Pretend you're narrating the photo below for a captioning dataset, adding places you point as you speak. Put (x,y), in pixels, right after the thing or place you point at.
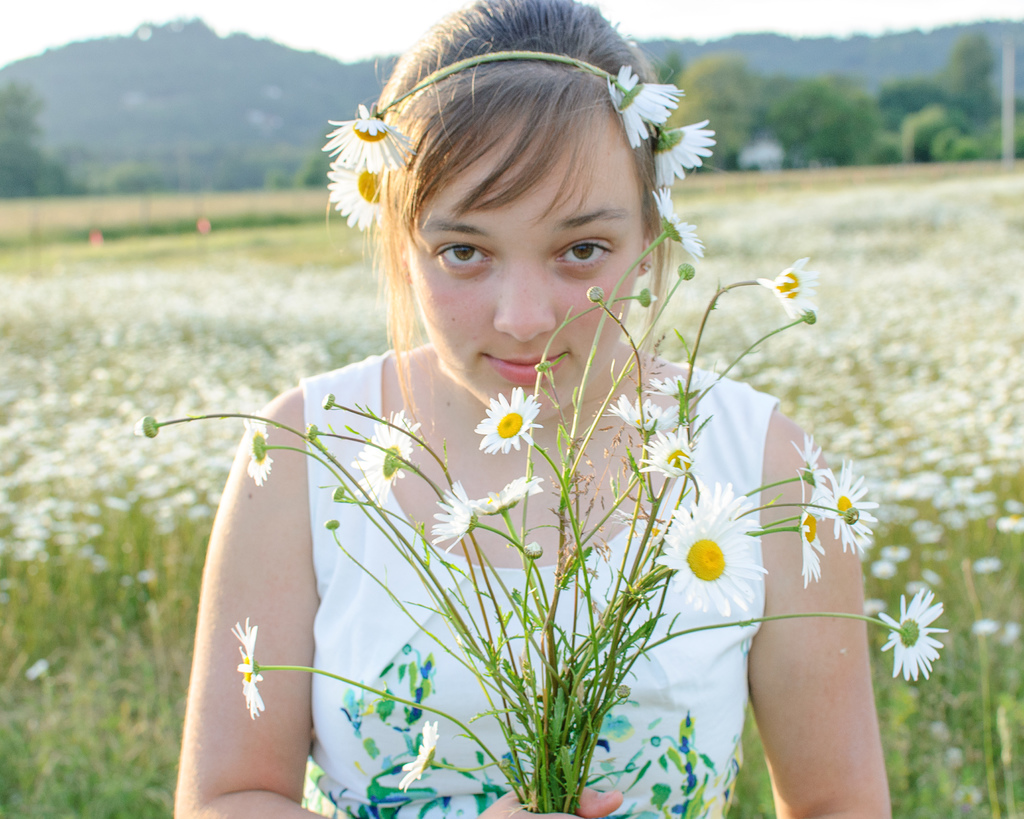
In the image there is a girl (512,373) in the foreground (537,540), she is holding some flowers (625,649) in her hand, the background of the girl (492,79) is blur.
